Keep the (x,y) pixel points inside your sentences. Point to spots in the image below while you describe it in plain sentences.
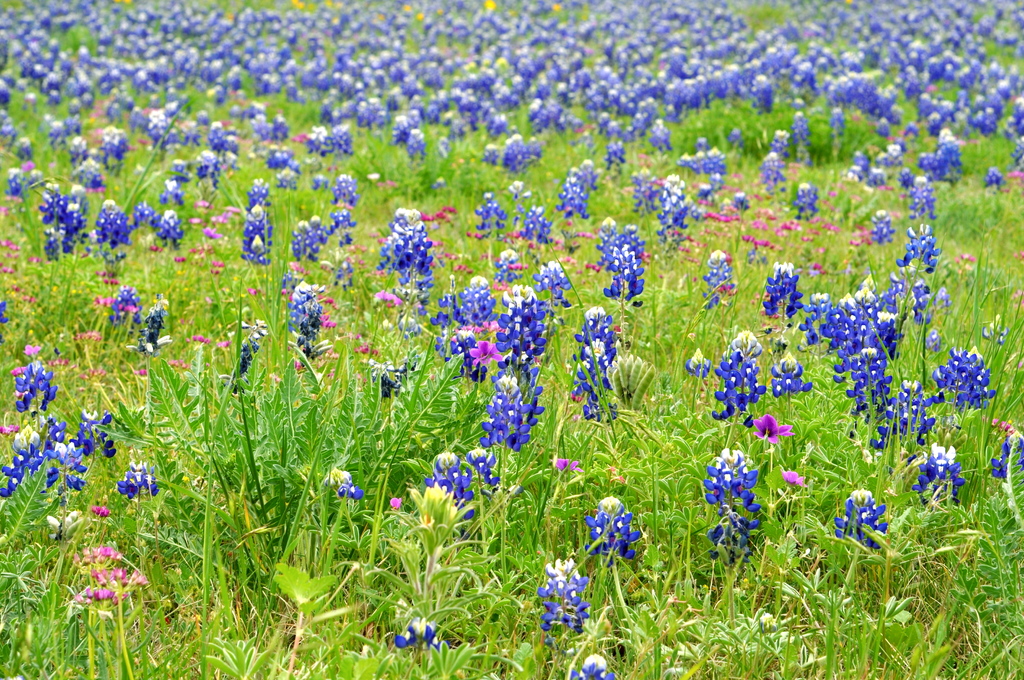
In this image we can see there are plants (673,257) and flowers (575,32).
